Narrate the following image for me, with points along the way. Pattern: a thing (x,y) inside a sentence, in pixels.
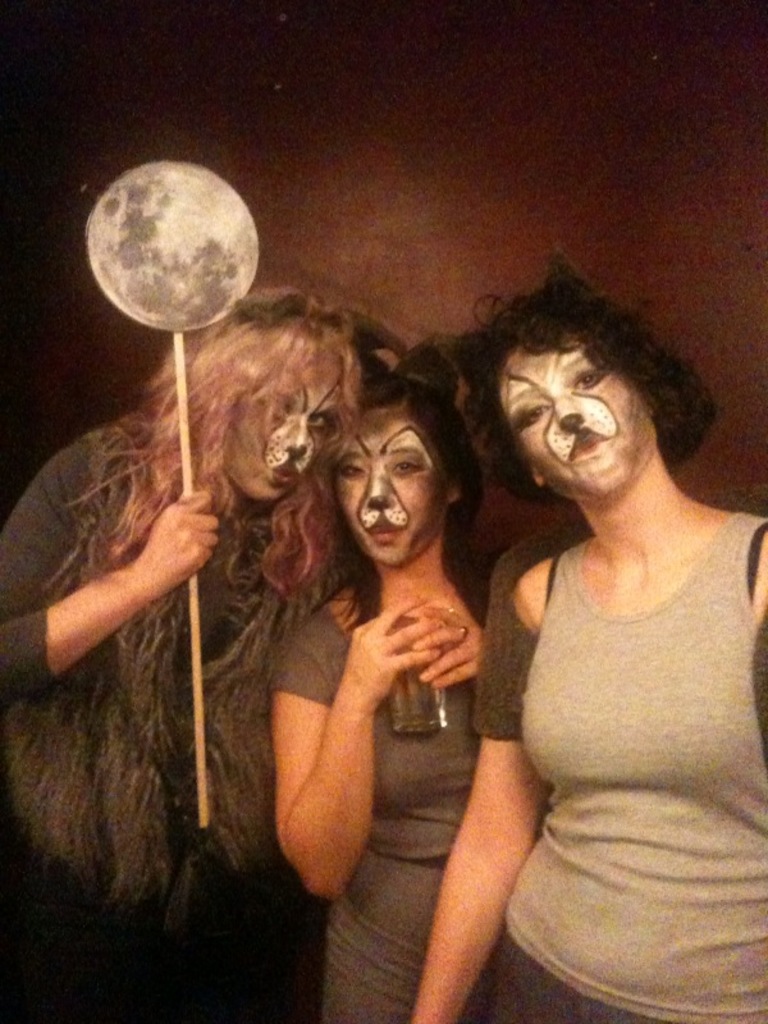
This image is taken indoors. In the background (367,232) there is a wall (753,469). In this image there are three women (366,868) standing on the floor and holding a glass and a stick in their hands (384,621).
